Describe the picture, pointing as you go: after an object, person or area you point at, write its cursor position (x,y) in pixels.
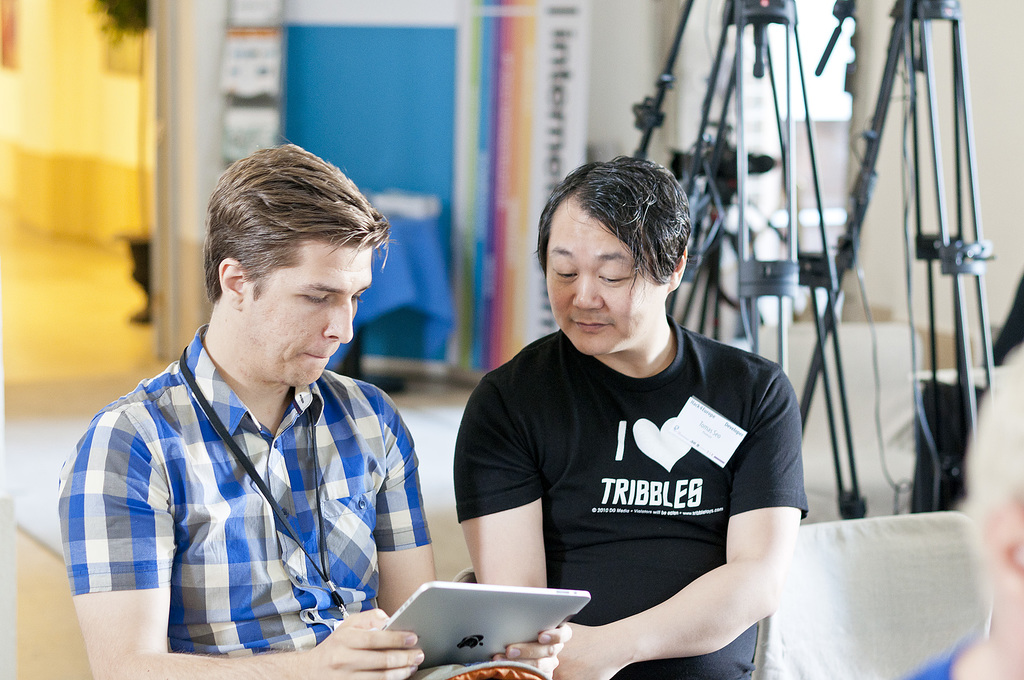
Here we can see two men (590,450) and he is holding a apple device (504,631) with his hands (340,675). There are stands (751,8) and a chair (911,637). This is floor (35,534). In the background (1007,249) we can see wall (997,135).
